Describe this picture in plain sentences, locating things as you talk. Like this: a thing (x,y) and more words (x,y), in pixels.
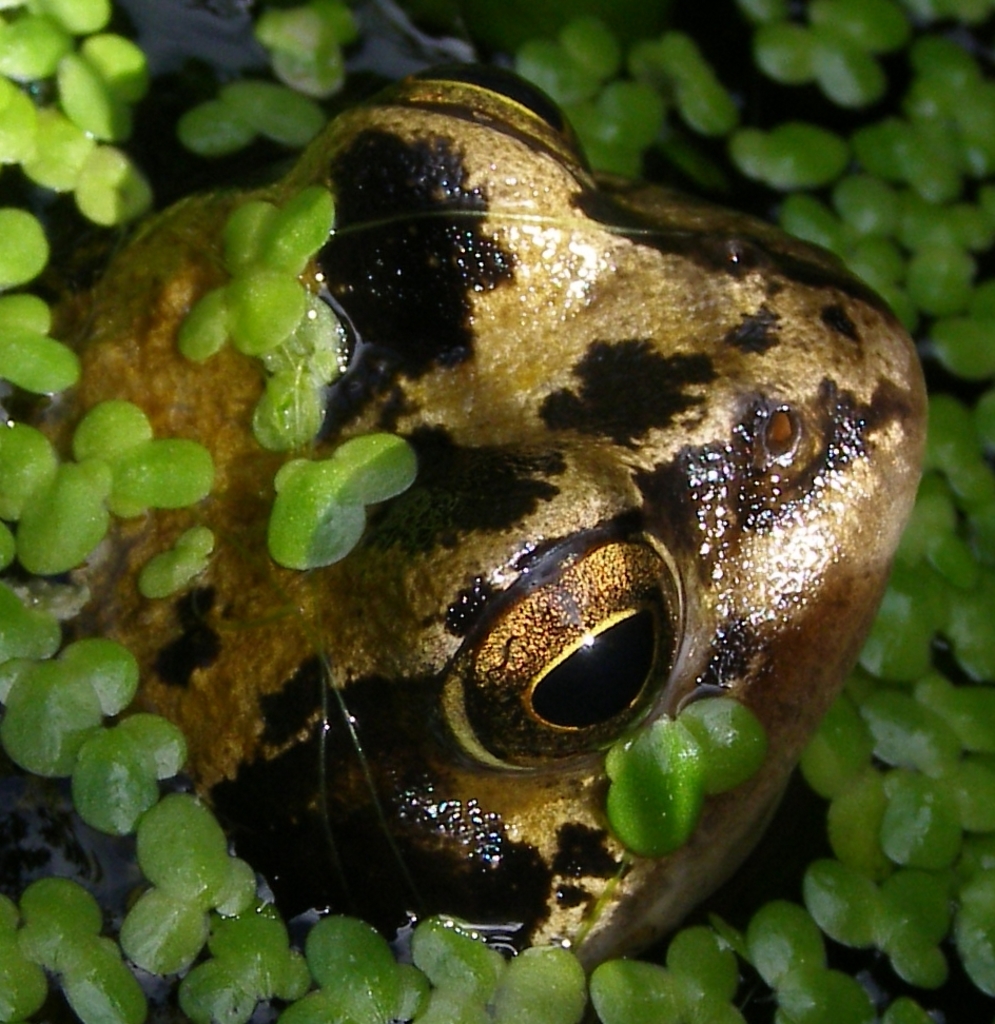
Here we can see an animal (714,618) and there are leaves (412,997).
